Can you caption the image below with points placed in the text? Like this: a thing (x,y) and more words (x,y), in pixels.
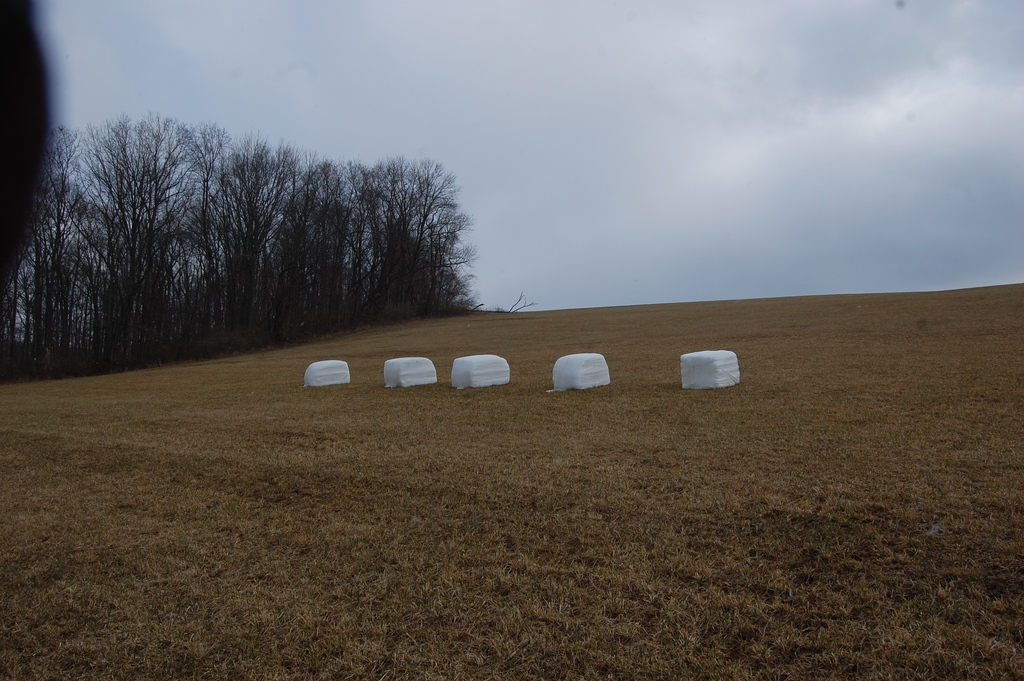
At the bottom of the image (467,549) there is dry grass (535,602). There are white color objects (465,378) in the center of the image (429,376). There are trees (228,195) in the background (271,317). There is sky (768,259).
